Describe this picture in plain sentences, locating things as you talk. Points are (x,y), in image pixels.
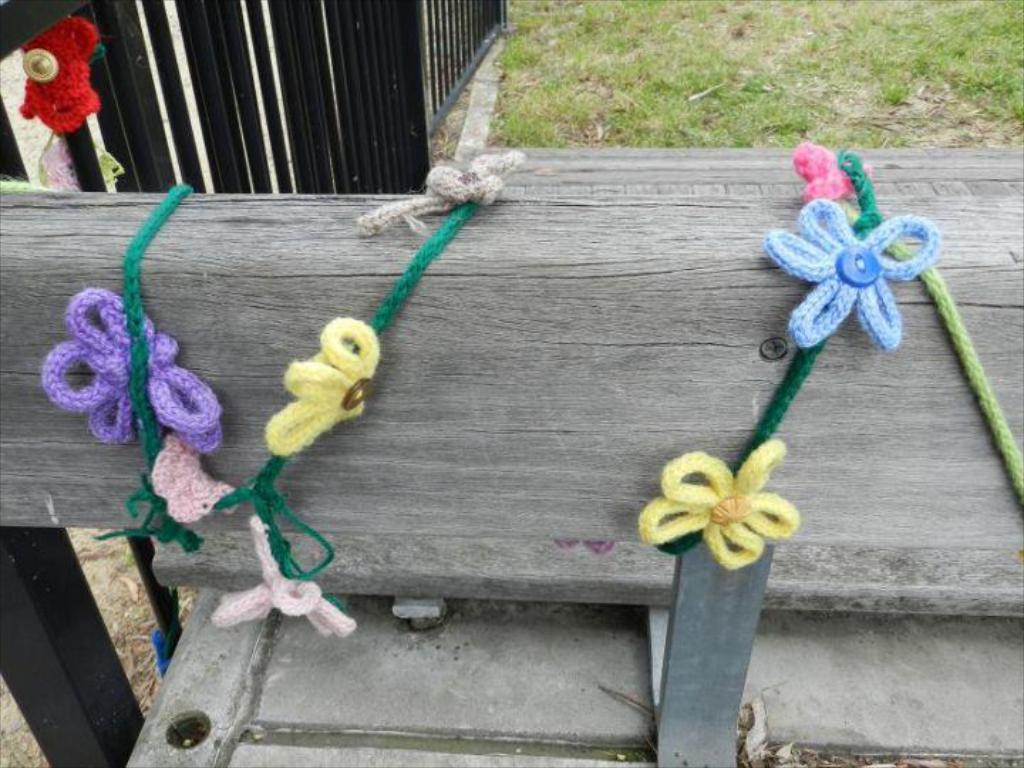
In this image we can see a grassy land (706,87). There is a fencing (293,113) in the image. There is a wooden object (558,475) and few threads (156,469) tied to it.
